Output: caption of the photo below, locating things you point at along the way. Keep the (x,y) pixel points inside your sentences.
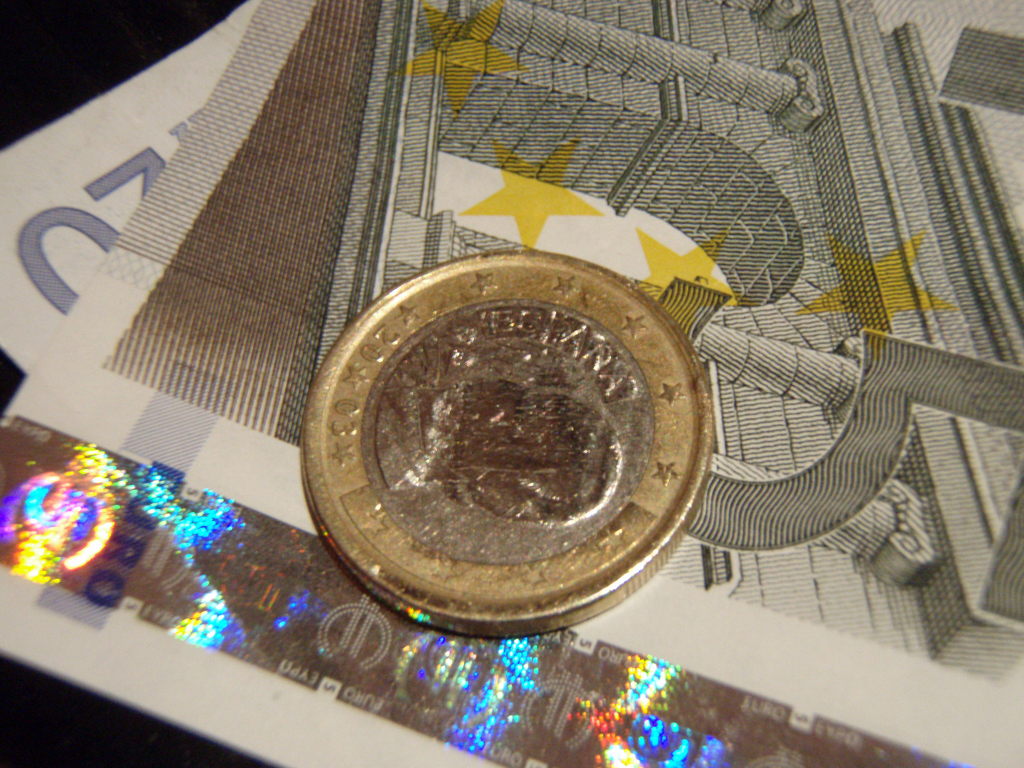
In the picture we can see some currency notes (786,576) and a coin (595,403) on it which is gold and some part silver in color with a symbol (581,404) on it.
